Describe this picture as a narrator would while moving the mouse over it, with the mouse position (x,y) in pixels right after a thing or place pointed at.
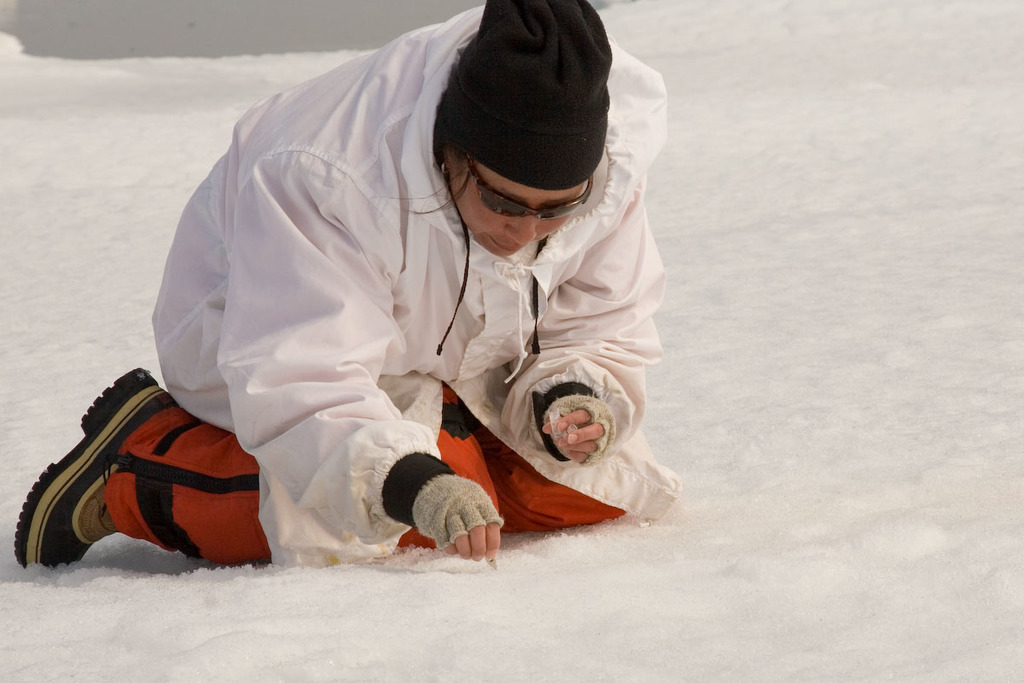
This person (366,155) wore cap (508,39), goggles (559,216) and looking downwards. Land (814,330) is covered with snow (490,656).
